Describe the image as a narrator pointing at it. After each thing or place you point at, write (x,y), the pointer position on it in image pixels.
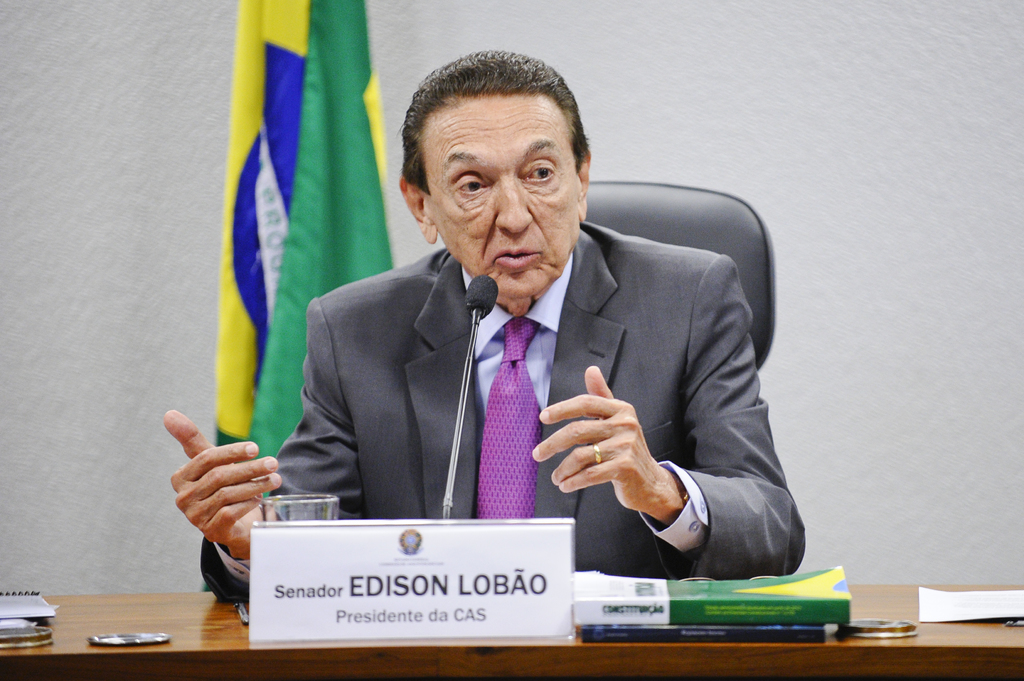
In this image we can see a person (513,307) sitting. And we can see the microphone (473,300). And we can see a flag (247,354) and the wall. And we can see some objects (852,630) on the wooden surface (83,600). And we can see a board (262,545) with some text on it.
